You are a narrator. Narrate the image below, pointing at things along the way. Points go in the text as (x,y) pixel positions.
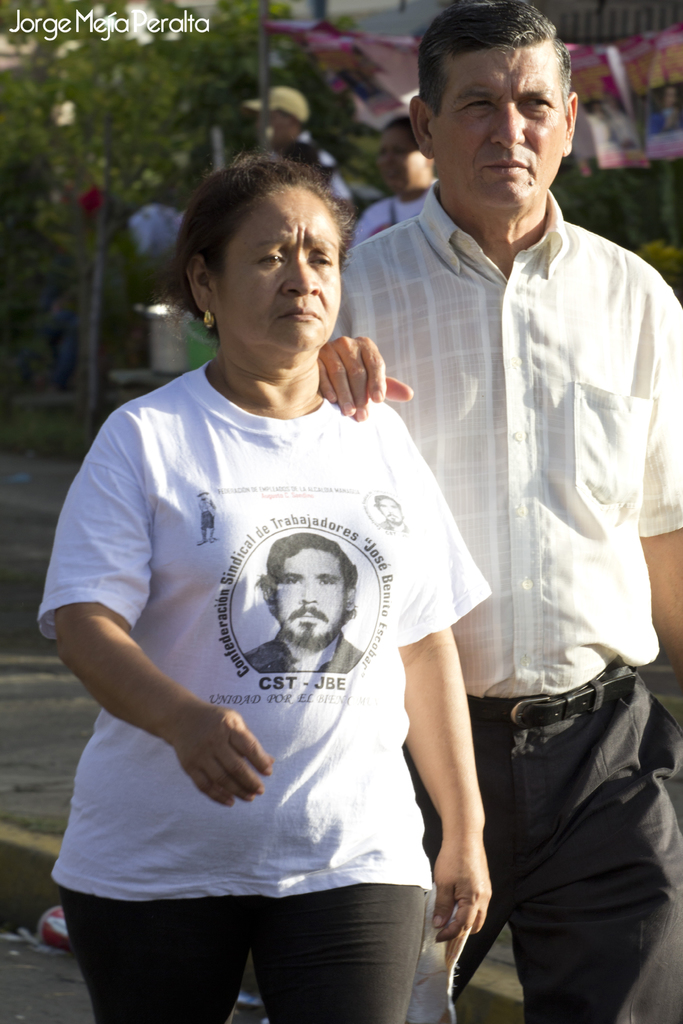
In the foreground of this picture (453,729), there is a couple (277,695) walking on the road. In the background (219,132), we can see, tent (344,72), person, pole (219,132) and the trees (237,74).
